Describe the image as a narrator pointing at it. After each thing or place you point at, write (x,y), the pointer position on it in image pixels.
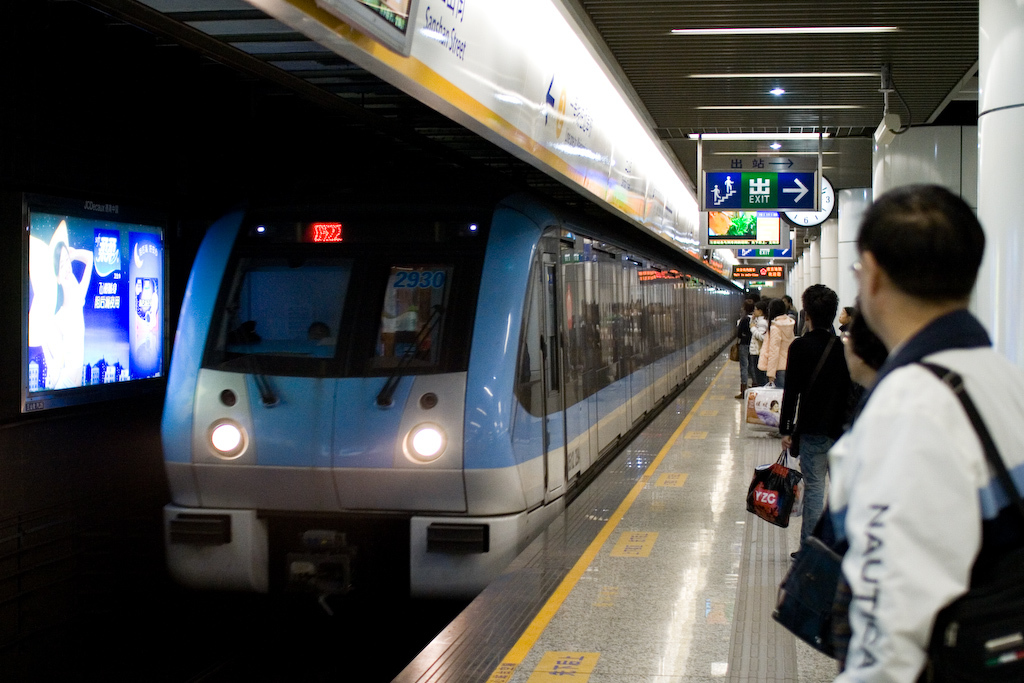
In this image I can see the train (282,519) which is in blue and ash color. To the left (54,331) I can see the screen (47,371). To the right (868,505) there are the group of people (836,505) standing on the platform (652,553). These people (806,398) are wearing the different color dresses (863,392) and also holding the bags (776,506). In the background (752,258) I can see the boards (791,204) and clock (793,217).
